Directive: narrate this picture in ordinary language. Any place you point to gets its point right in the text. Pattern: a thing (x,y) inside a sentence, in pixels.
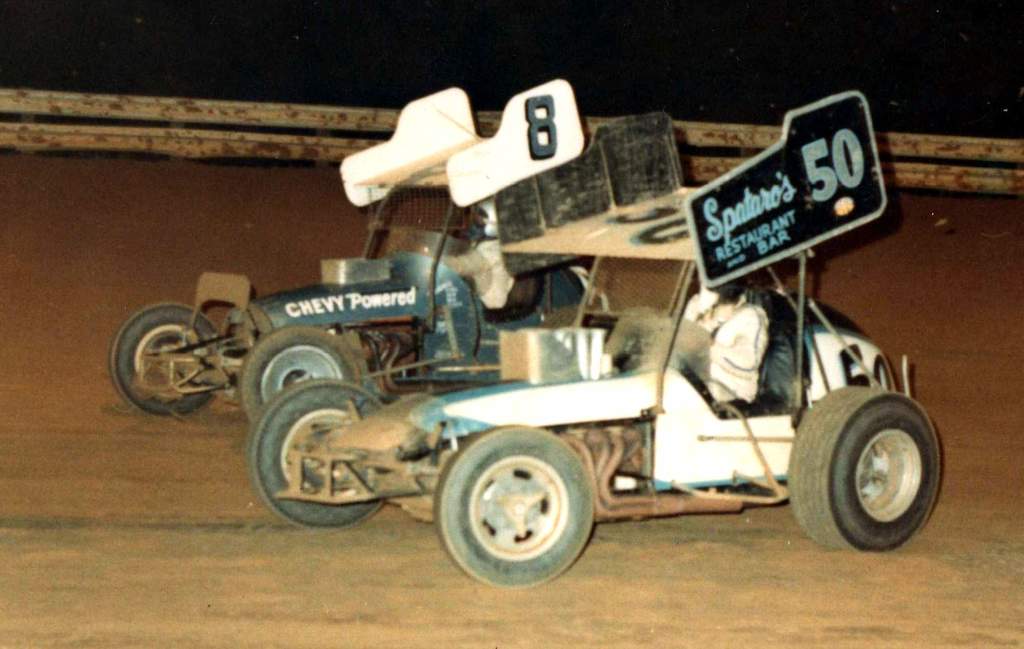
In this image in the foreground (369,317) there are two vehicles (406,364) and two persons (735,378) are sitting on vehicles (610,353), and at the bottom (553,602) there is a road (830,602). In the background (920,176) there is a fence (199,137).
